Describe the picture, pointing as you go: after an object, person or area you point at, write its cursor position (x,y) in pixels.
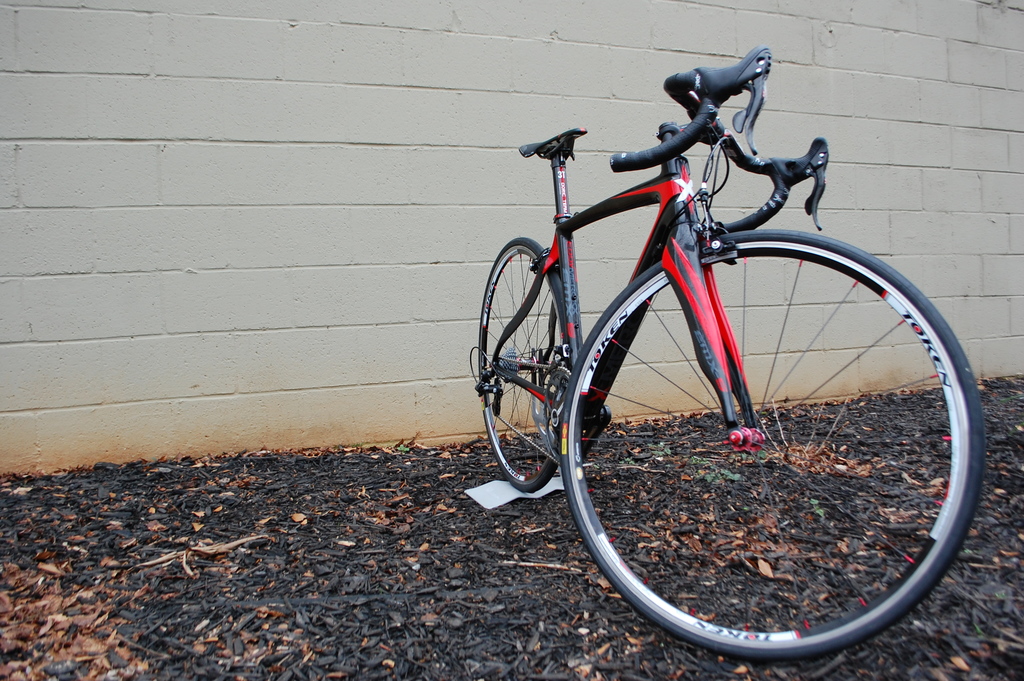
In this image we can see a bicycle (714,262) in red color is placed on the ground (369,637). In the background (876,97) we can see the wall (328,63).
